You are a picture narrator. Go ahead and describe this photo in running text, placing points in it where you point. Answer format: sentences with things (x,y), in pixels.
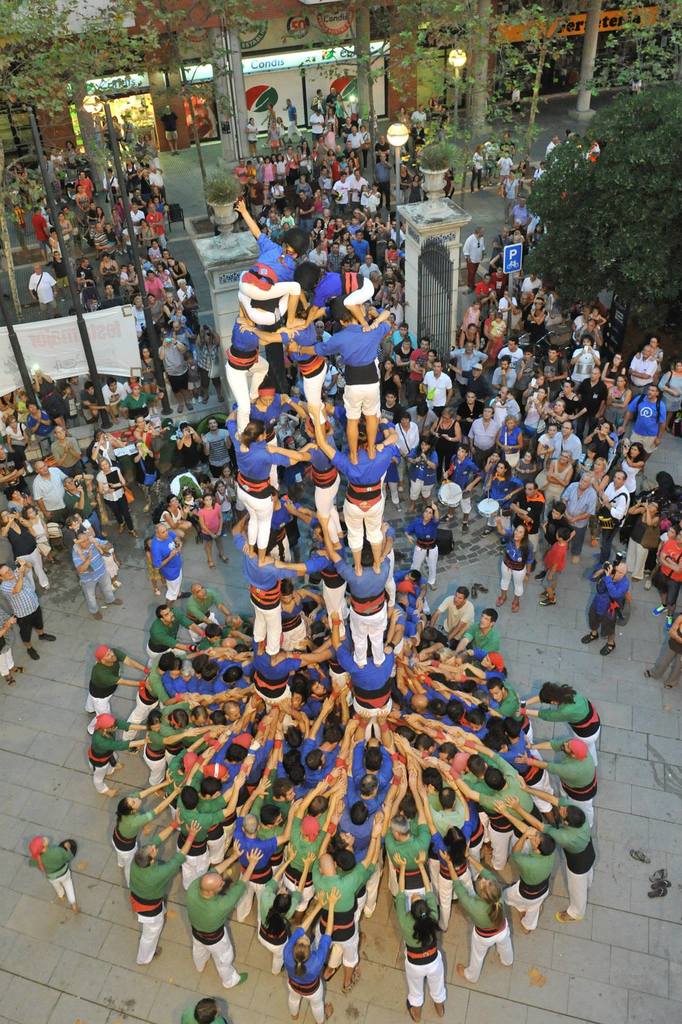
In this picture, we can see a few people (504,483) on the ground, among them a few are holding objects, a few are performing a pyramid (300,507), and we can see the ground (84,978), gate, fencing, and some objects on it, we can see plants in pot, trees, stores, poles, posters (325,85), and some lights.
